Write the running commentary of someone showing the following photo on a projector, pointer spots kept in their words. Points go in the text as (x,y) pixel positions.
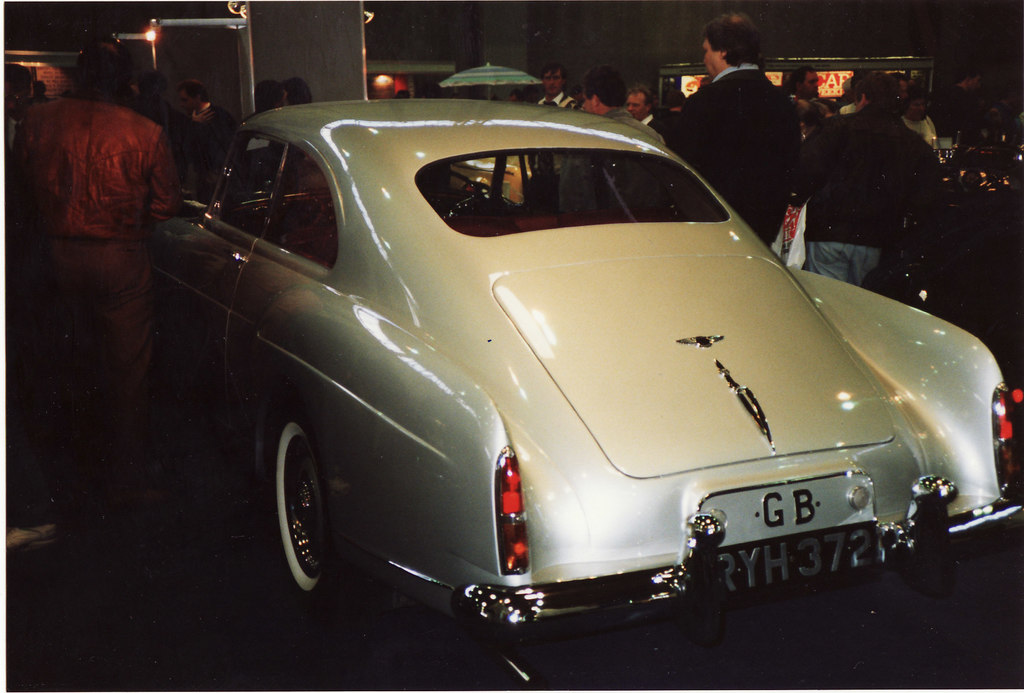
In the image there is a white car (764,494) with number plate (820,491). In the background (62,261) there are few people (291,98) standing and also there are few lights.
